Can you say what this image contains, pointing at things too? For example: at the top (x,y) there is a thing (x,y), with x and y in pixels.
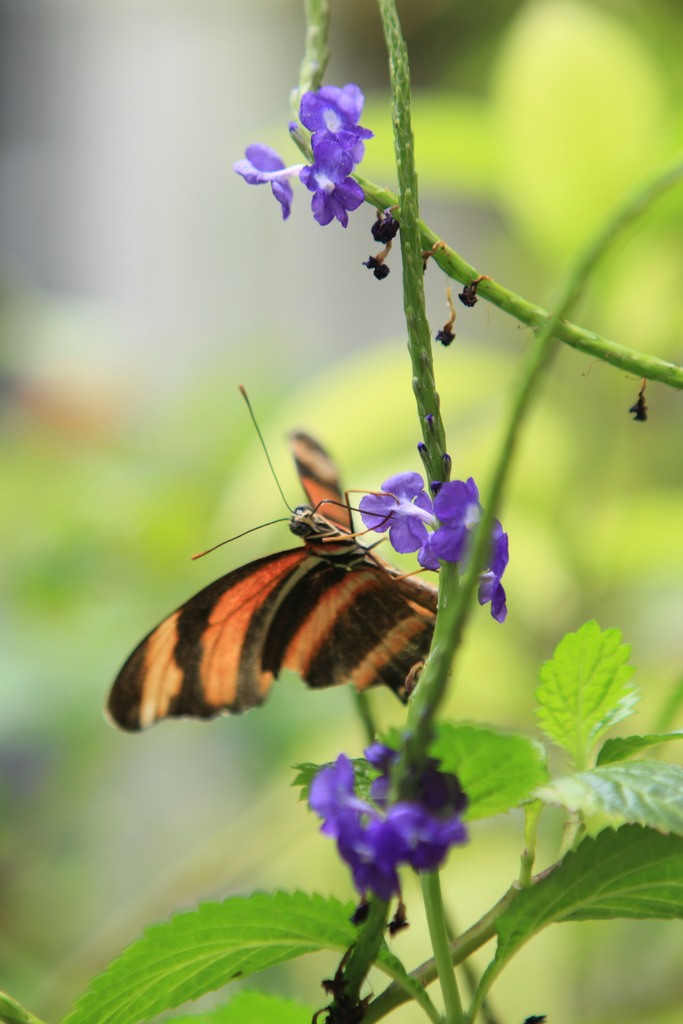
In this image we can see a plant (407,507) with flowers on it, there is a butterfly (313,641) on the plant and the background (289,680) is blurred.
